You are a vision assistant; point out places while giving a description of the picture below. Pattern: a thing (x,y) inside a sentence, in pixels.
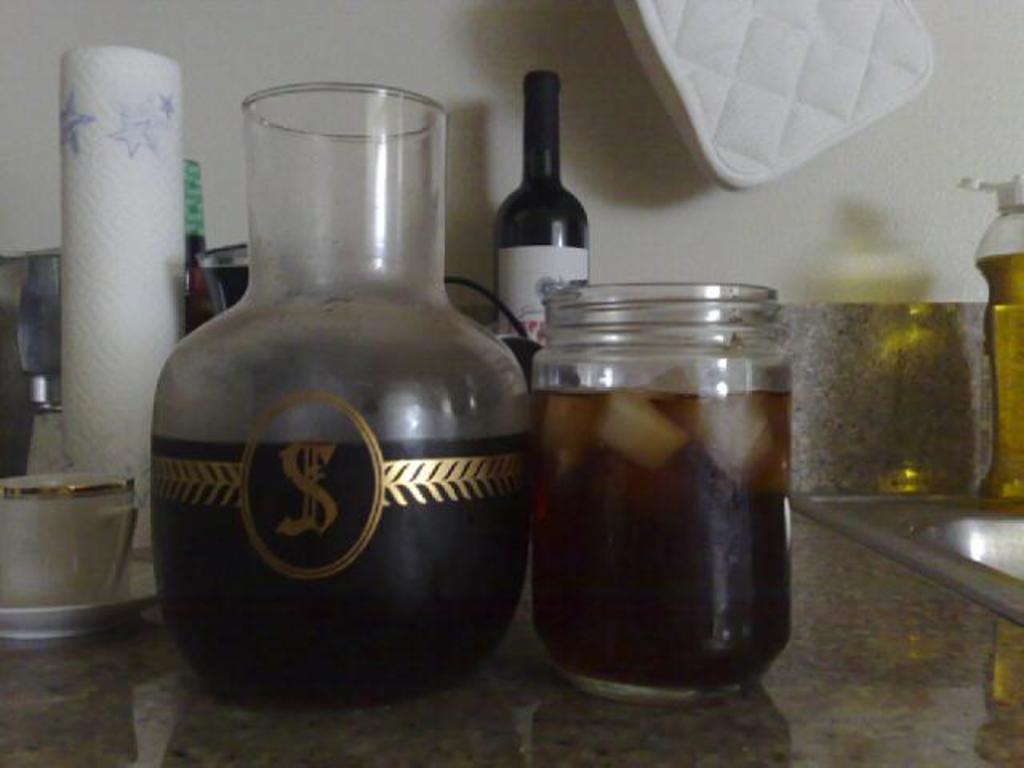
In the image we can see there is a funnel glass (353,383) and a jar of glass (730,499) in which there is a juice (692,533) and ice cubes (721,424) in it and at the back (82,189) there is a tissue roll (115,271).
